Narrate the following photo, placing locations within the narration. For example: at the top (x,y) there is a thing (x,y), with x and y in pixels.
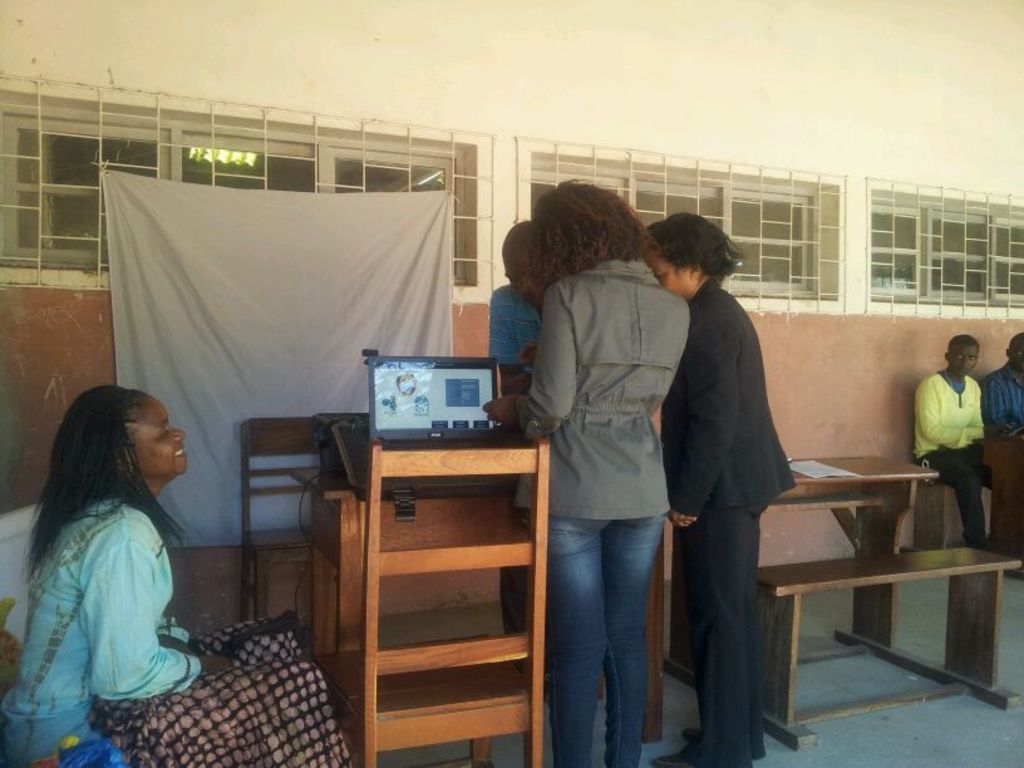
Here in this picture we can see a group of people (638,381) standing on the floor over there and in front of them we can see a table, on which we can see a laptop (403,419) present and we can also see chairs (381,468) over there and beside them on the right side (830,572) we can see a table (881,546) and a bench (866,558) present and we can see other people (944,406) sitting over a place and smiling and in the middle (447,301) we can see a cloth (443,270) present on the wall (206,553) over there and we can see window (978,211) present all over there.
